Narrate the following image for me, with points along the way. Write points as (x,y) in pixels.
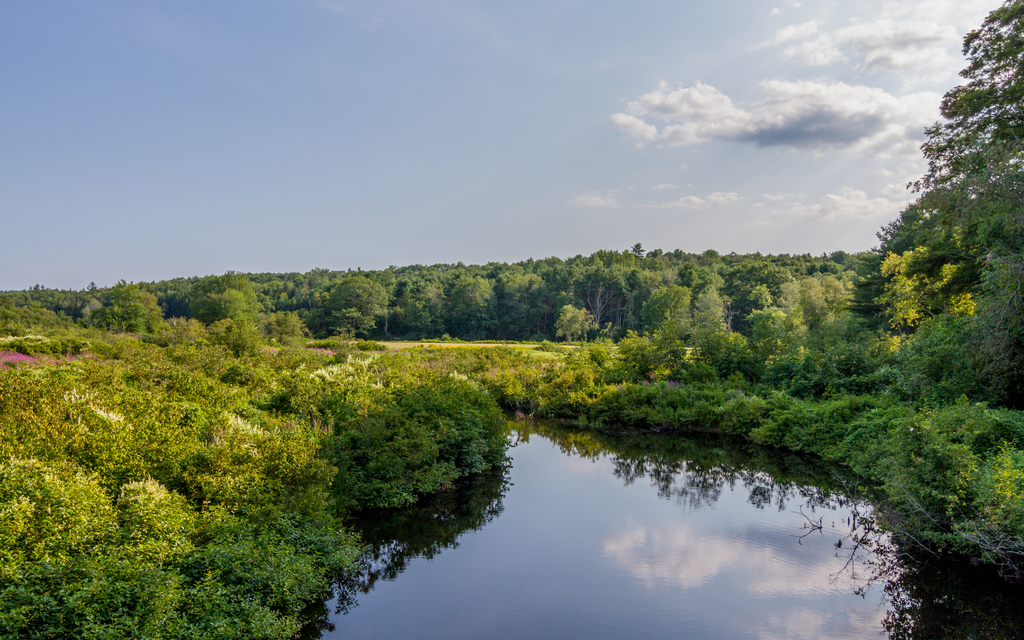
This image is taken outdoors. At the top of the image (257,117) there is the sky (701,206) with clouds (814,98). At the bottom of the image (573,581) there is a pond (515,586) with water (578,470). In the middle of the image (496,350) there are many trees (973,234) and plants (250,557) on the ground (385,375).
